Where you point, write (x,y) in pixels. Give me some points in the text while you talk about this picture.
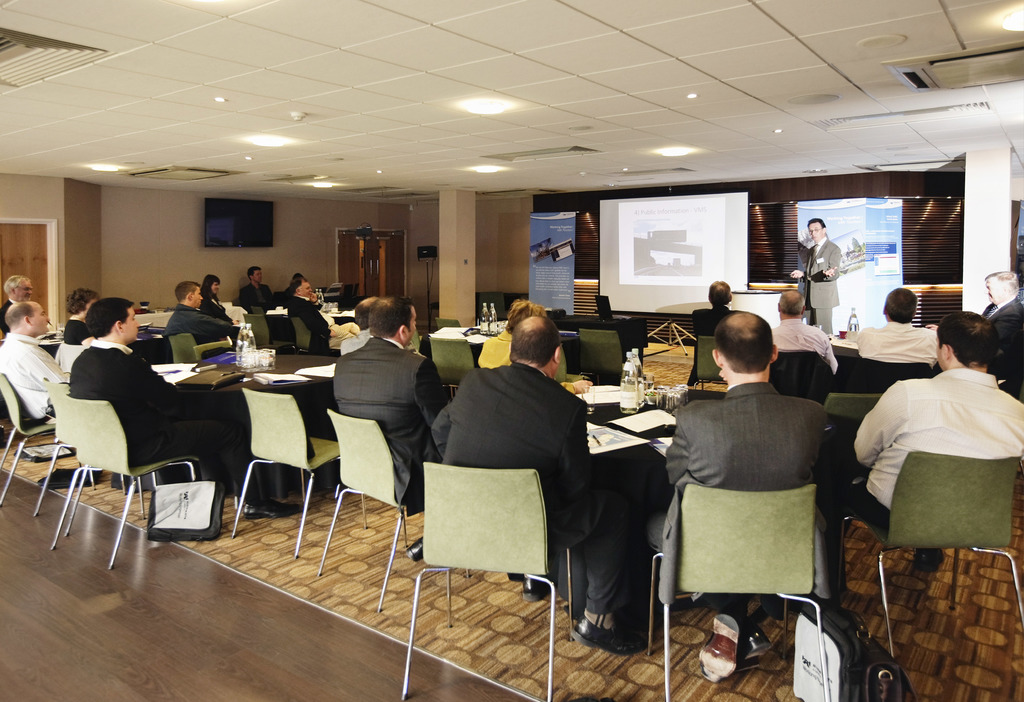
In this image I can see the group of people (495,439) sitting on the chairs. In front of them one person (800,277) is standing. To the side of him there is a screen (600,235) and the banner (560,267).
